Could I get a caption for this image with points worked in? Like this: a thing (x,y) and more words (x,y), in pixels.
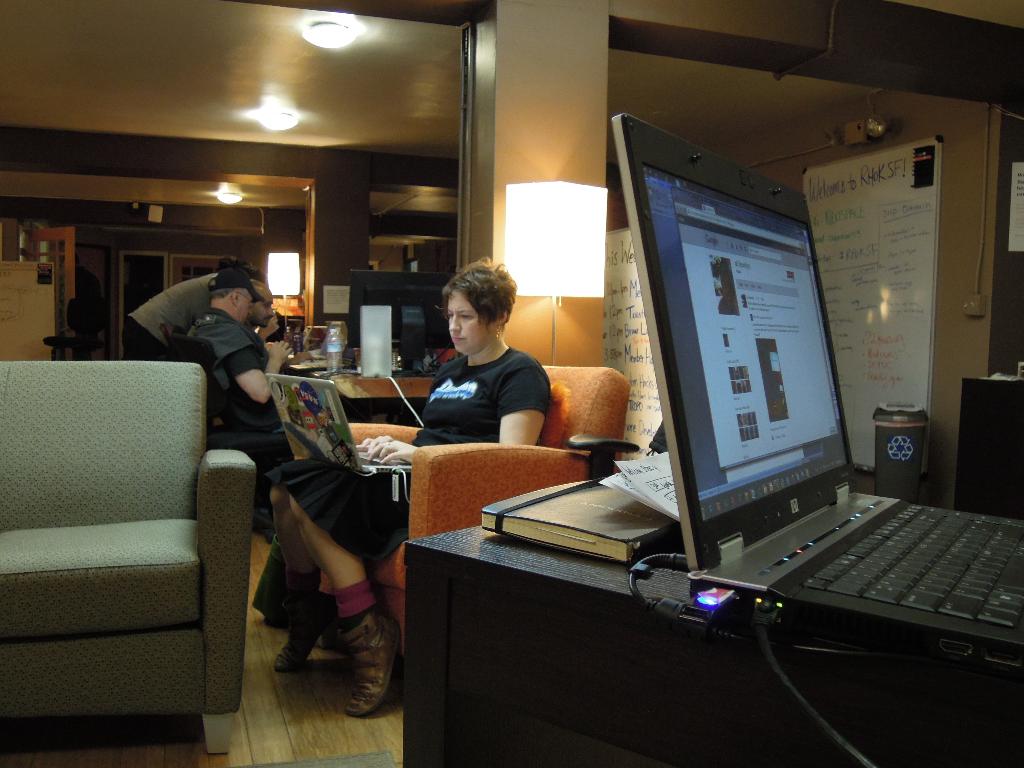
This image is clicked in a room (429,42). There are lights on the top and there are three person (475,315) sitting. There are sofas (29,457) in this image. There is a laptop (826,378) on the right side (701,192) and white board (912,396) and garbage bin (890,462) on the right side (875,333). There is light (557,312) in the middle (556,280). People (362,509) are sitting on chairs (417,479). There is a table (356,389) in the middle (385,386), on the table (344,375) there is a water bottle (338,353).
